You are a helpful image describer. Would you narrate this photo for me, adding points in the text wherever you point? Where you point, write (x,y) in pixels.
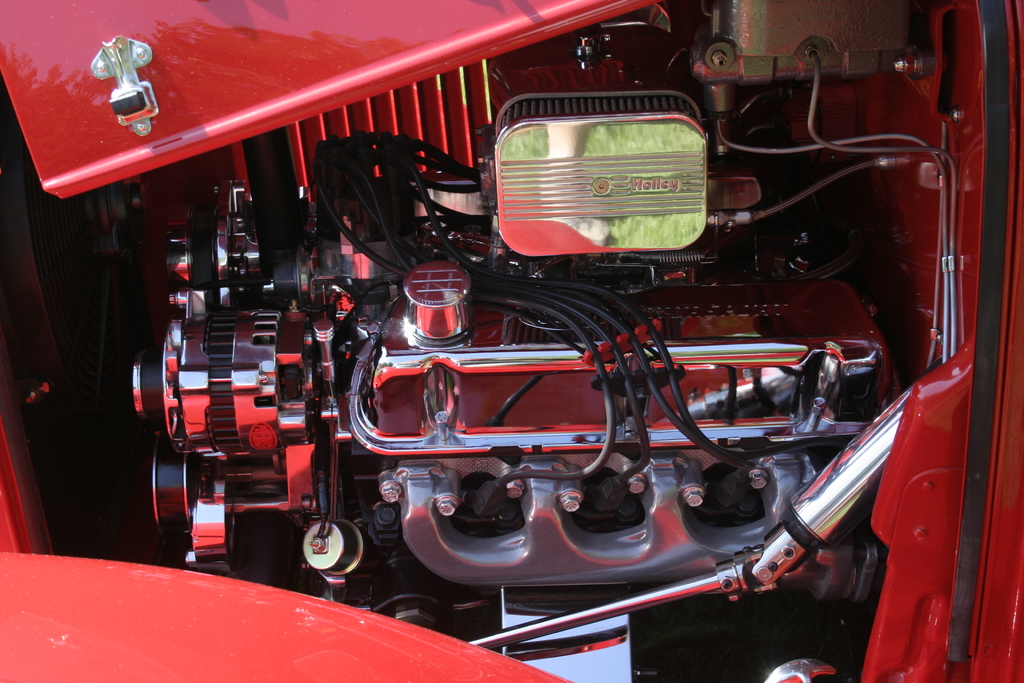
In this picture we can see wires (503,281), engine (784,295) and other parts (65,285) of a vehicle (488,370).
